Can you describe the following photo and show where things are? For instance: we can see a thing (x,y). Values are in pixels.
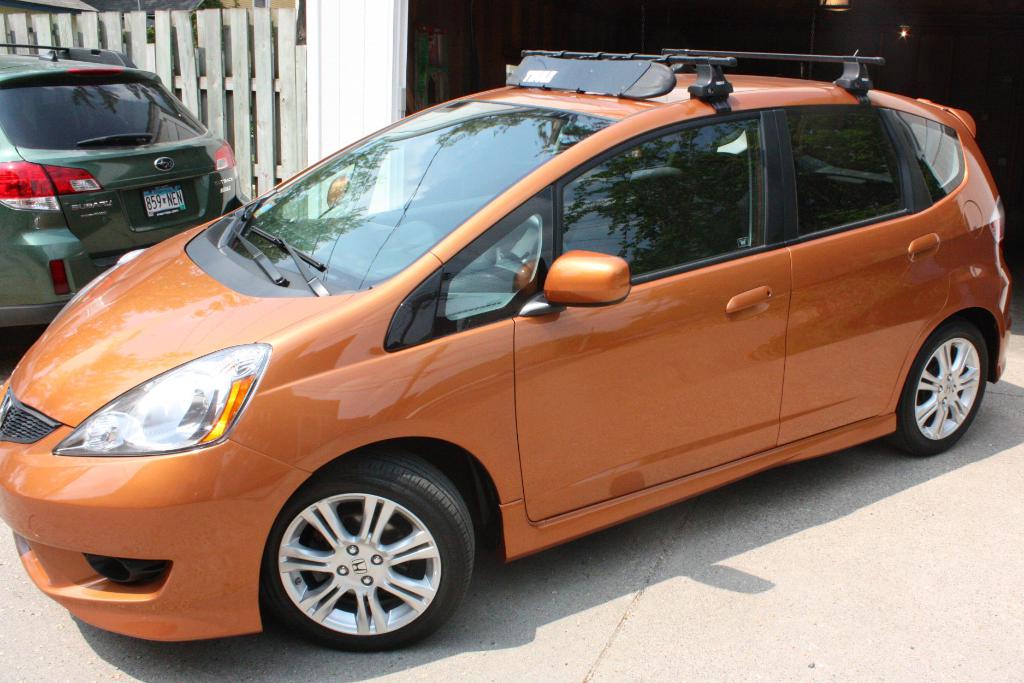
In this image in front (20,172) there are cars (195,247) on the road (637,554). Behind the cars (209,240) there is a fence (228,46). In the background of the image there are lights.
